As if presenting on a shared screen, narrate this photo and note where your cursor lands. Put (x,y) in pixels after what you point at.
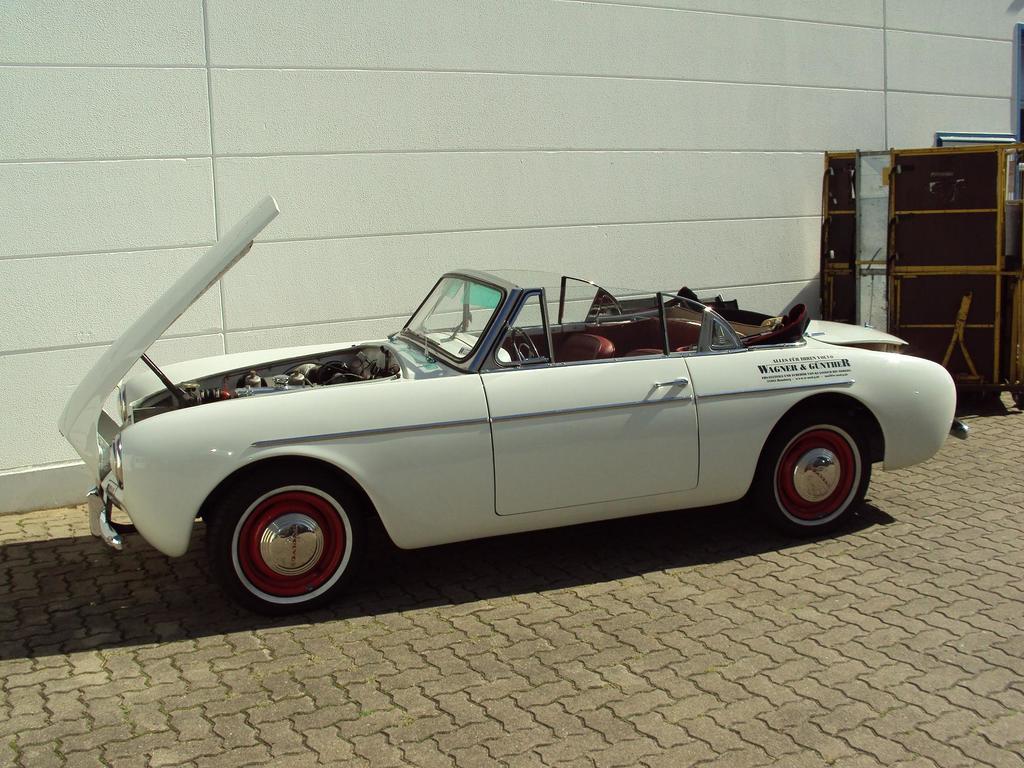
Here in this picture we can see a white colored car (449,389) present on the ground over there and we can see its bonnet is opened and behind it we can see something present over there.
